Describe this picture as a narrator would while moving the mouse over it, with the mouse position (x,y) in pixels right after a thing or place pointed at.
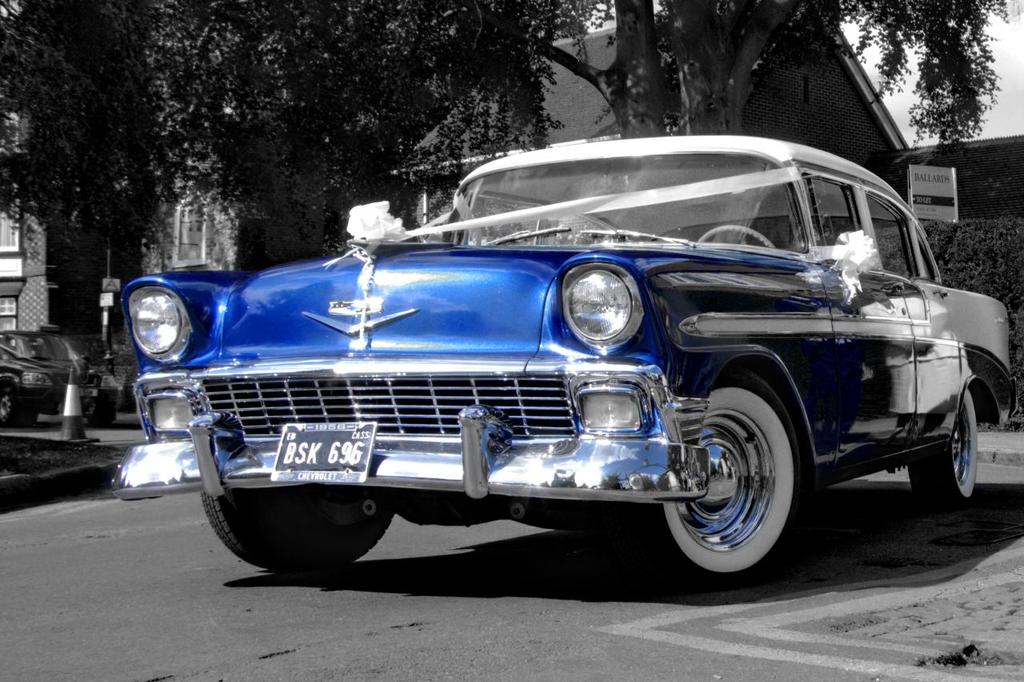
In this image we can see motor vehicle (656,433) on the road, buildings (863,135), traffic cones (75,380), information boards (925,176), bushes (967,227), trees (713,79) and sky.
